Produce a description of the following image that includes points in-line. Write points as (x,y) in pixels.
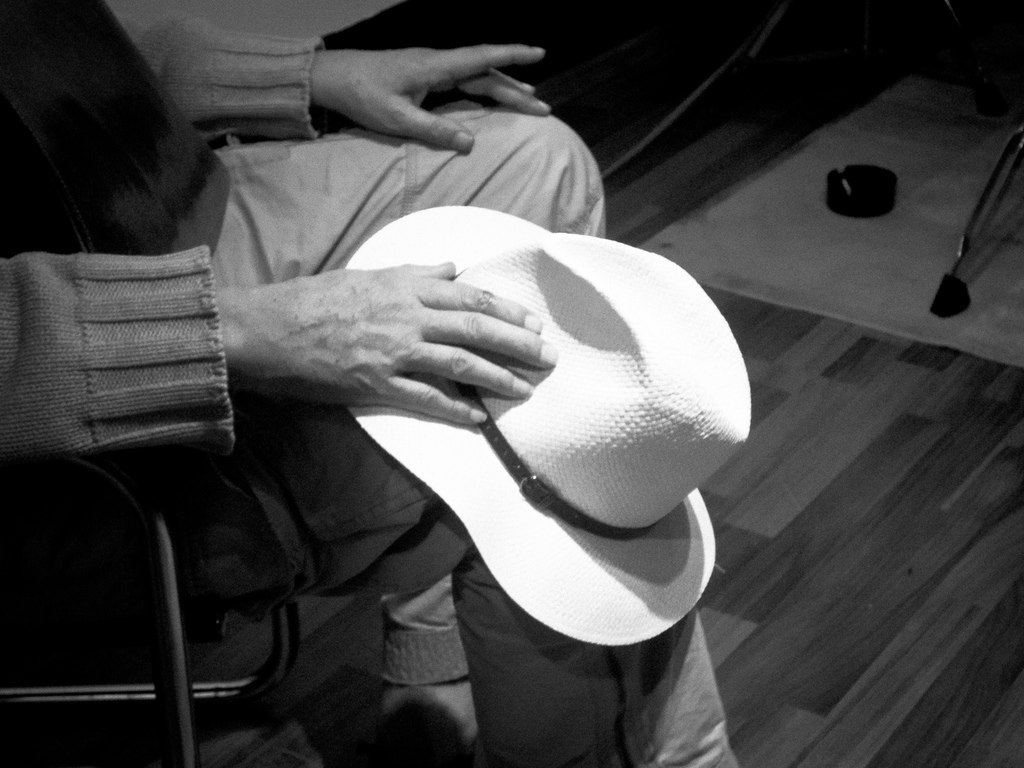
In this image we can see there is a person (293,254) sitting on the chair (170,652) and holding a hat (378,250). In front of him there is a mat (908,153) on the floor (822,95) and on the mat (891,165) the objects (882,176) look like a cap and a chair (963,287).
